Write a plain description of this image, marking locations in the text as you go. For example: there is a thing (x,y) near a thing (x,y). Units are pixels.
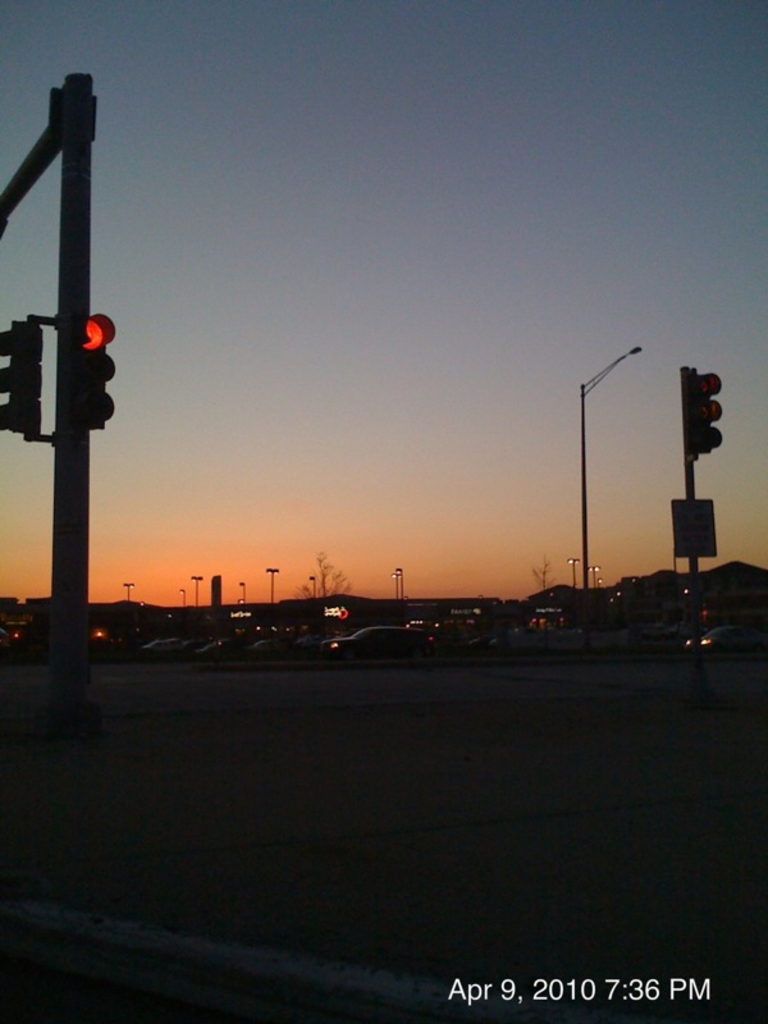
In this image I can see few traffic signals (687,444), background (415,539) I can see few vehicles (149,645), few poles (27,180) and the sky (305,423) is in blue, white and orange color.
